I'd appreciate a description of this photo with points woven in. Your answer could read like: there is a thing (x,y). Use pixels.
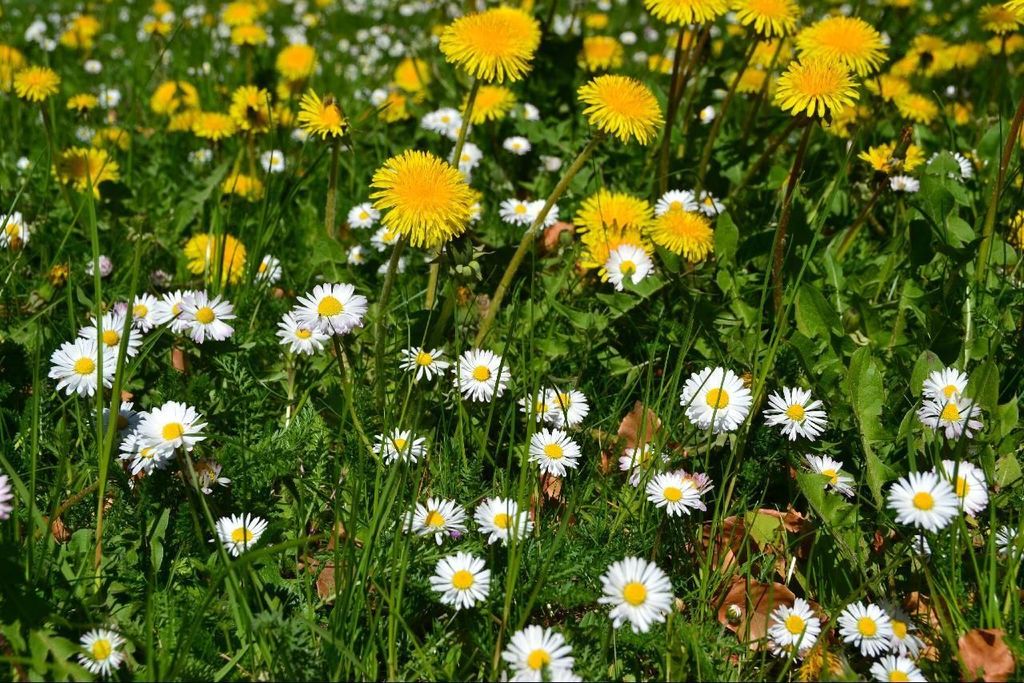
In this picture I can see plants (746,361) with yellow and white flowers (148,319).
